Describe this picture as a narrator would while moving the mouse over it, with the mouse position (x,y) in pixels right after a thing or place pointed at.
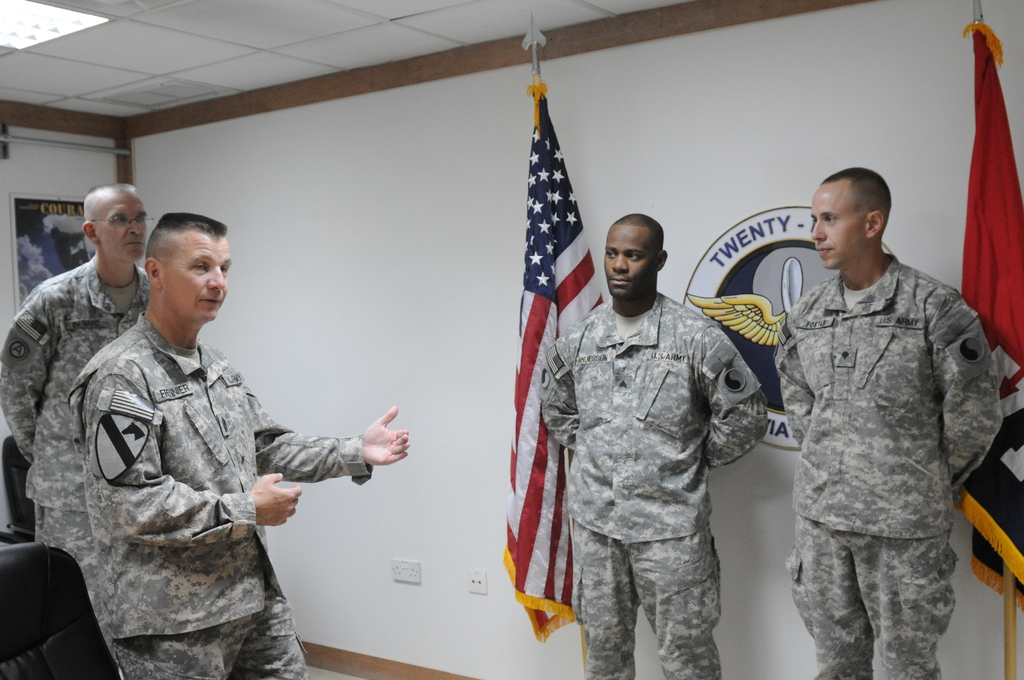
This image is taken indoors. In the background (503,197) there is a wall (583,179) with a painting (763,346) and a board (61,240) with a text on it and there are two flags (574,210). At the top of the image (240,32) there is a ceiling (179,38) with a light (7,19). On the left side of the image (45,618) there is an empty chair (39,622) and two men (71,363) are standing on the floor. On the right side of the image (900,372) two men (889,332) are standing on the floor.
